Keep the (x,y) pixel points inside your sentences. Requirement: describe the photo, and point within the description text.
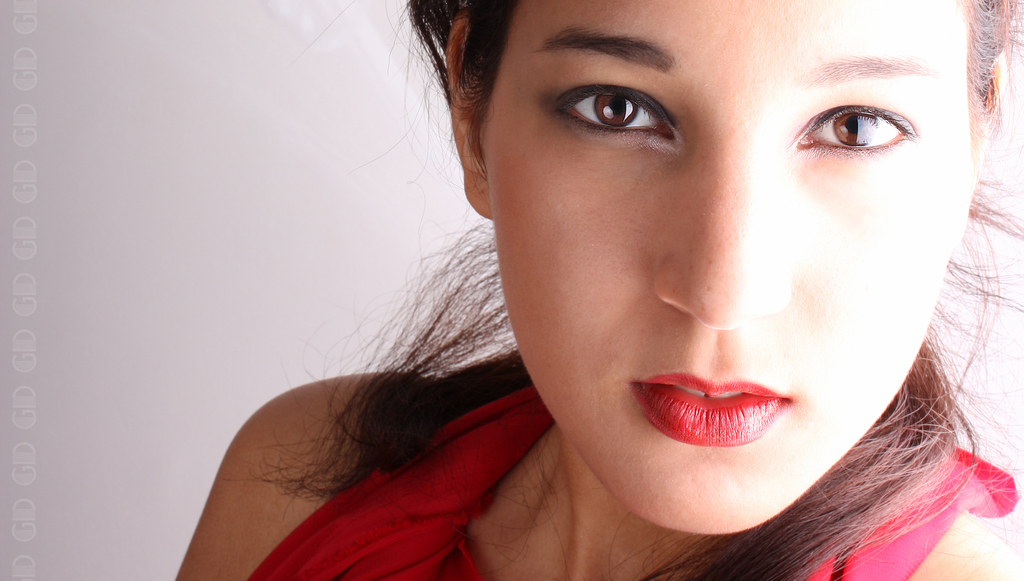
In this image the background (162,432) is gray in color. On the right side of the image (825,216) there is a girl (419,462). She has worn a red dress (457,509) and a red lipstick (721,402) on her lips (717,394).
